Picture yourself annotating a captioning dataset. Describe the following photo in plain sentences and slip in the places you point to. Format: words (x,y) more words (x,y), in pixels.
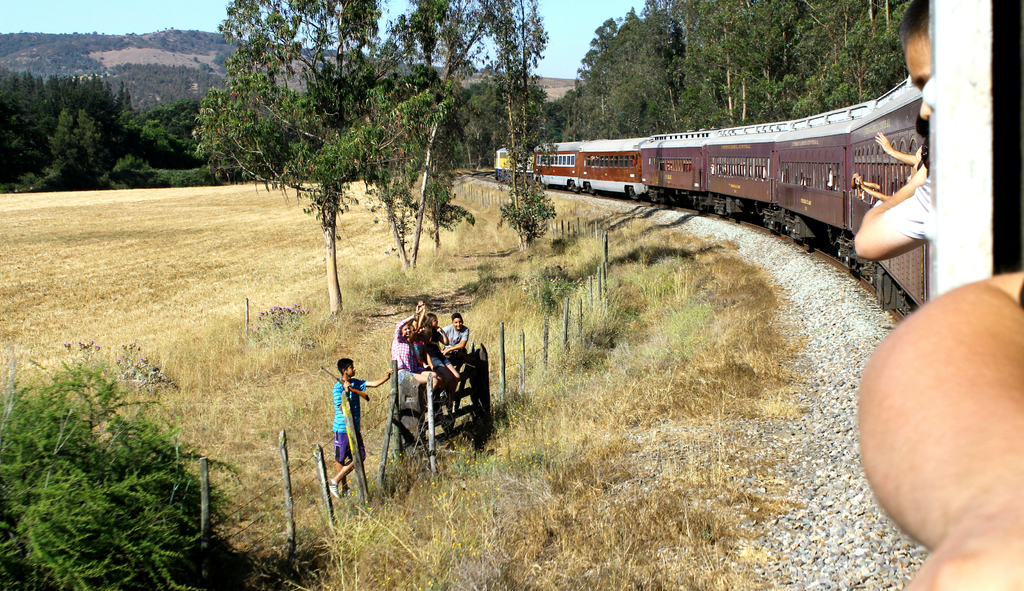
In this image in the front (376,437) there is dry grass (619,542) and there is a hand (993,429) of the person (1000,416) in the train (991,268). In the center (428,361) there are persons (436,354) standing and in the background (313,165) there are trees (373,126), mountains (190,60) and there is a train (767,189) running on the railway track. On the left side (83,506) in the front (95,502) there is a tree (96,503).
